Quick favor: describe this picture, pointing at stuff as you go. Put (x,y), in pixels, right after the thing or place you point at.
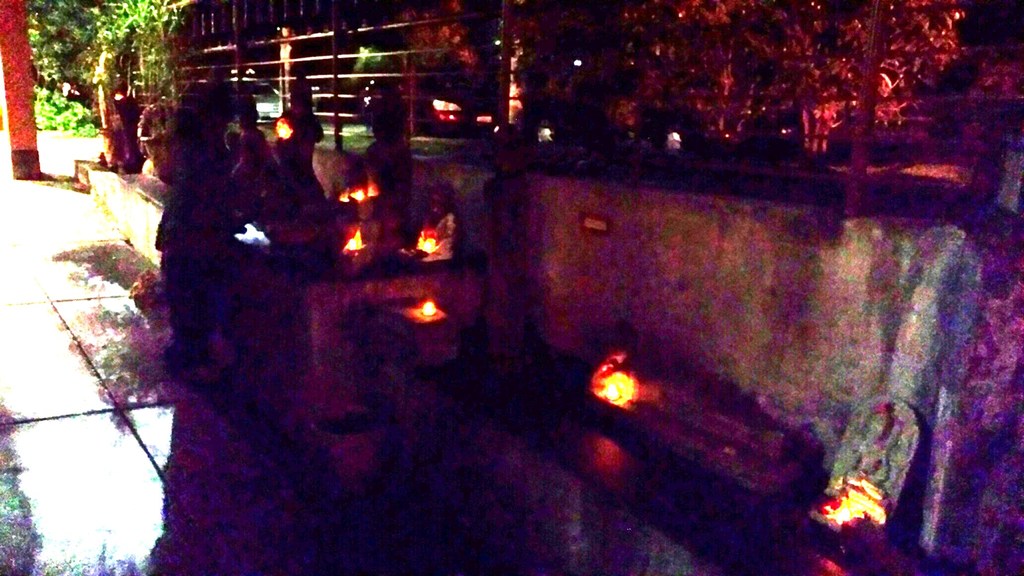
This picture consists of bench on the bench (564,362) I can see persons (161,131) and lights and colorful lights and trees (169,64) visible on the left side (151,22).
